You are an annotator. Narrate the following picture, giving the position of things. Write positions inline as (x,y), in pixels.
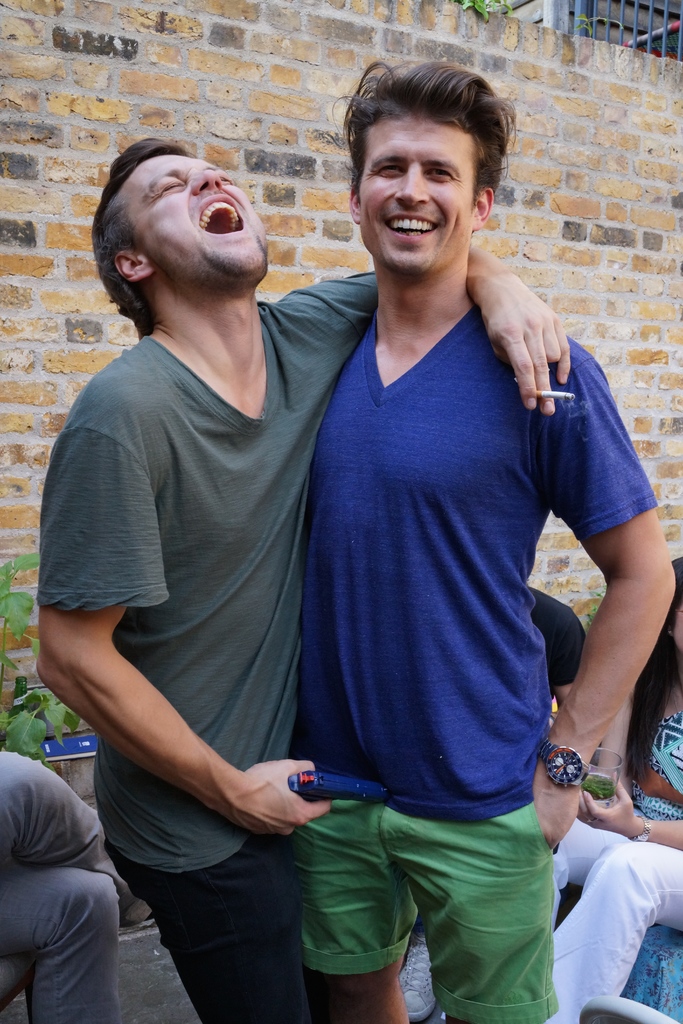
In this image I can see two men (136,472) are standing. I can see smile on their faces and I can see both of them are wearing t shirts (291,613). Here I can see he is holding a blue colour thing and a cigarette (555,395). In the background (561,647) I can see few more people (42,797) are sitting and I can also see a wall (0,57).
